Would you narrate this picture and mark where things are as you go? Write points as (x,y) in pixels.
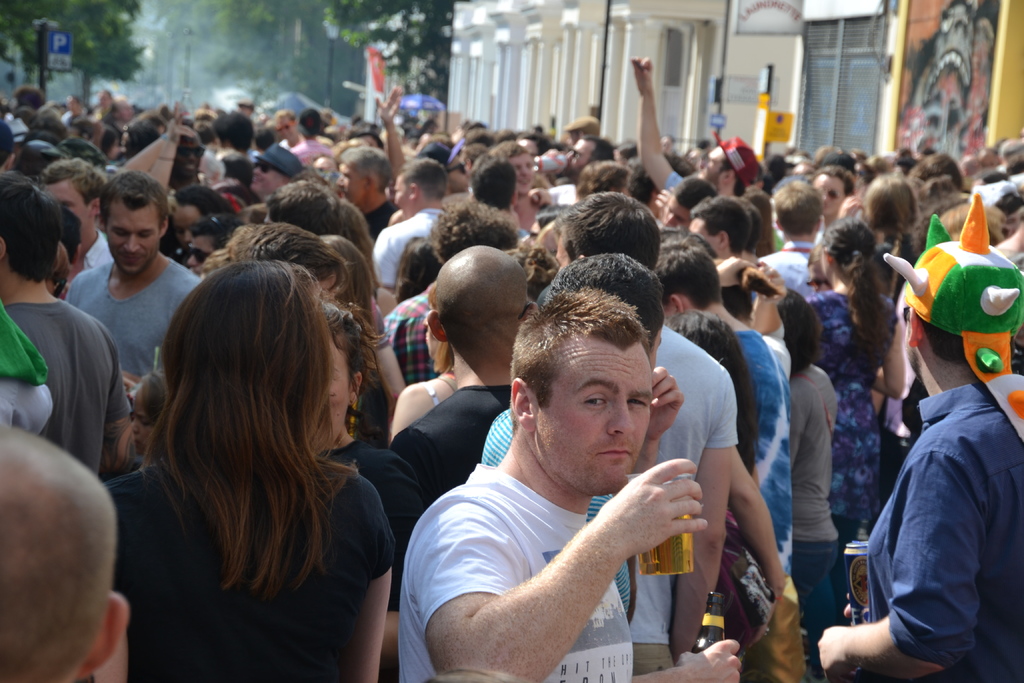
In this image, there is a crowd (664,147) wearing colorful clothes (156,280) and standing in front of this building (460,88). There is a tree (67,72) in the top left (72,61). This person (540,320) is holding a glass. This person (946,376) is wearing a cap (928,307) on his head (944,345).
